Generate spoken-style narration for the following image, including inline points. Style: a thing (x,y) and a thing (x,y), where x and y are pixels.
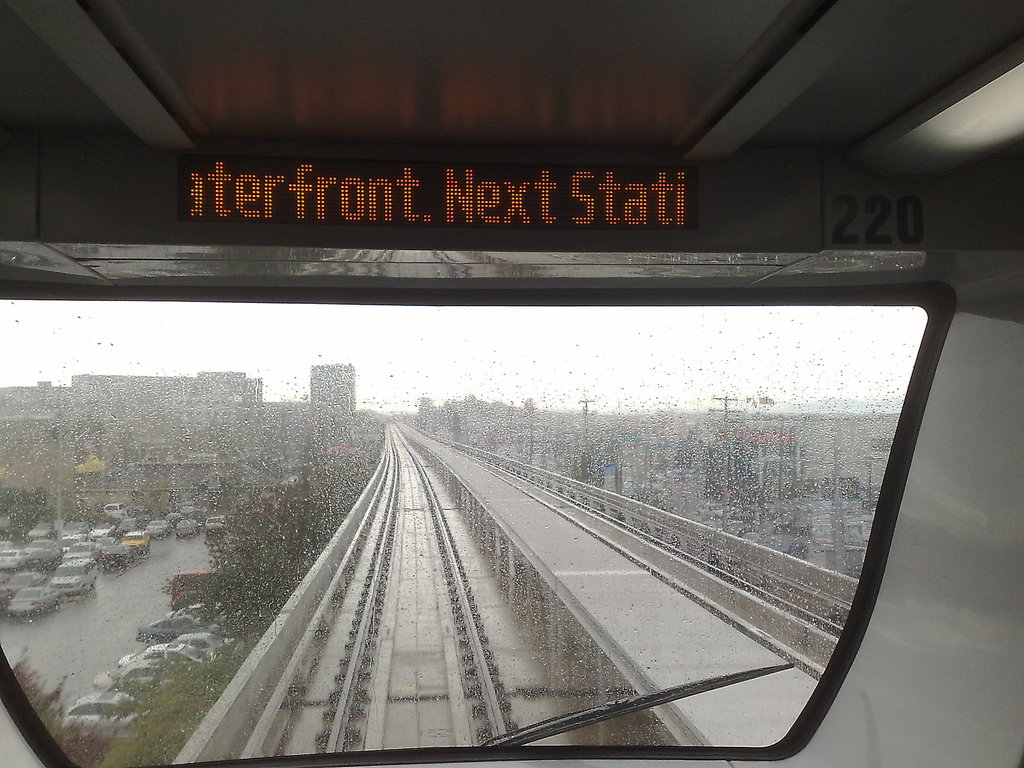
In this image in the front (312,441) there is a glass (601,593) and on the top of the glass (658,624) there is some text (519,181) written on it and there are numbers (902,218). Behind the glass (478,530) there are cars (189,614), buildings (340,442), poles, trees (184,695) and there is a track (417,629).
